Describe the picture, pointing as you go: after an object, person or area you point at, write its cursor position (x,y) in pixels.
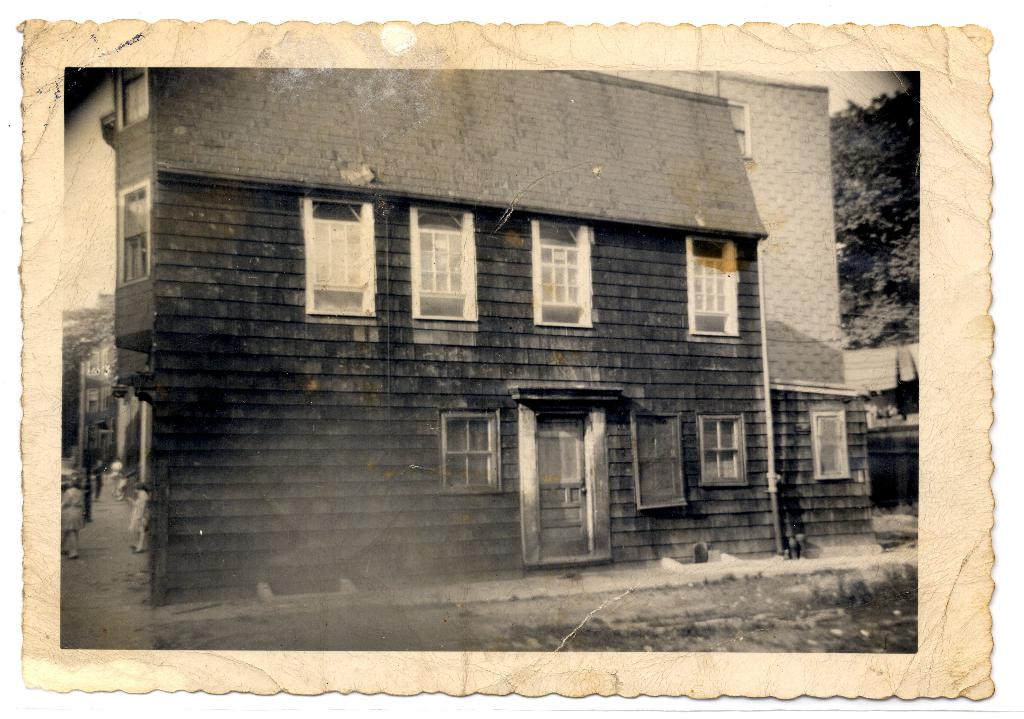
In this picture we can see a photograph (262,693), here we can see few people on the road (126,640) and we can see a building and trees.
